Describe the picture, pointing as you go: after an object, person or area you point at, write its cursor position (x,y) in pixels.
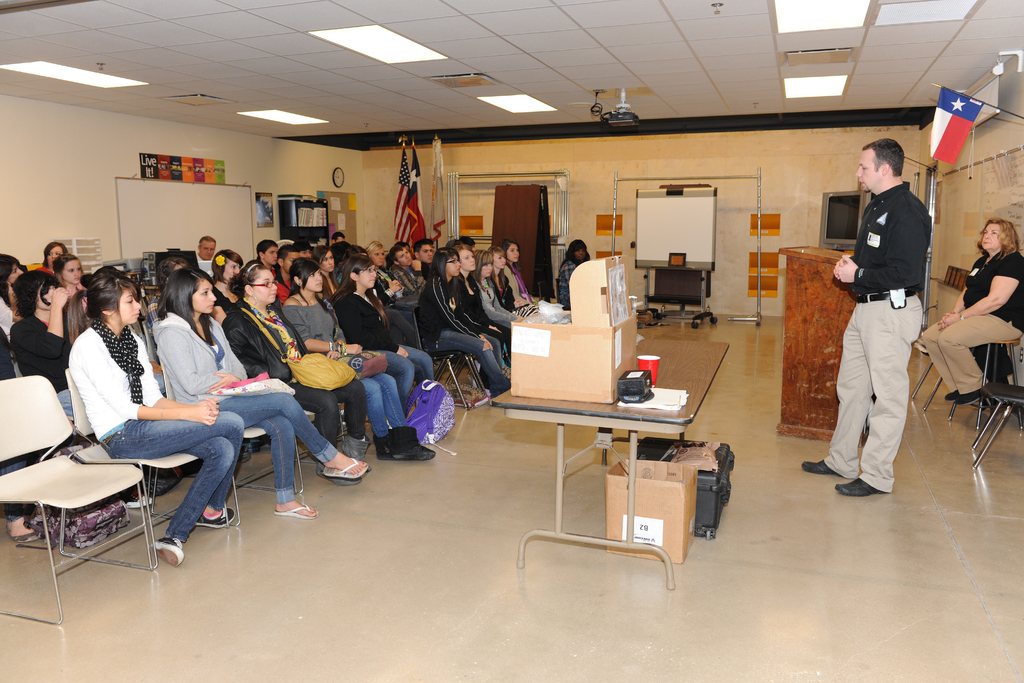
This image is taken indoors. At the bottom of the image (399,651) there is a floor (495,650). At the top of the image (634,35) there is a roof (194,60) and there are few lights (391,50). There is a projector (622,115). In the background (544,154) there is a wall (805,168). There are two boards (223,204). There is a poster (176,169) with a text (152,160) on it. There are three flags (415,201). There is a door (521,213). There are few curtains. There are many objects (295,203). There is a clock (339,173) on the wall (348,170). On the right side of the image (944,151) there is a flag (951,116). A woman (983,283) is sitting on the chair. There are two empty chairs (1007,398). In the middle of the image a man (883,192) is standing on the floor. In the middle of the image (591,365) there is a table (664,382) with a cardboard box (600,340), a cup (651,373) and an object (649,395) on it. There is a cardboard box (671,504) and a box (710,507) on the floor (714,571). On the left side of the image (152,382) many people (137,338) are sitting on the chairs (31,439).
